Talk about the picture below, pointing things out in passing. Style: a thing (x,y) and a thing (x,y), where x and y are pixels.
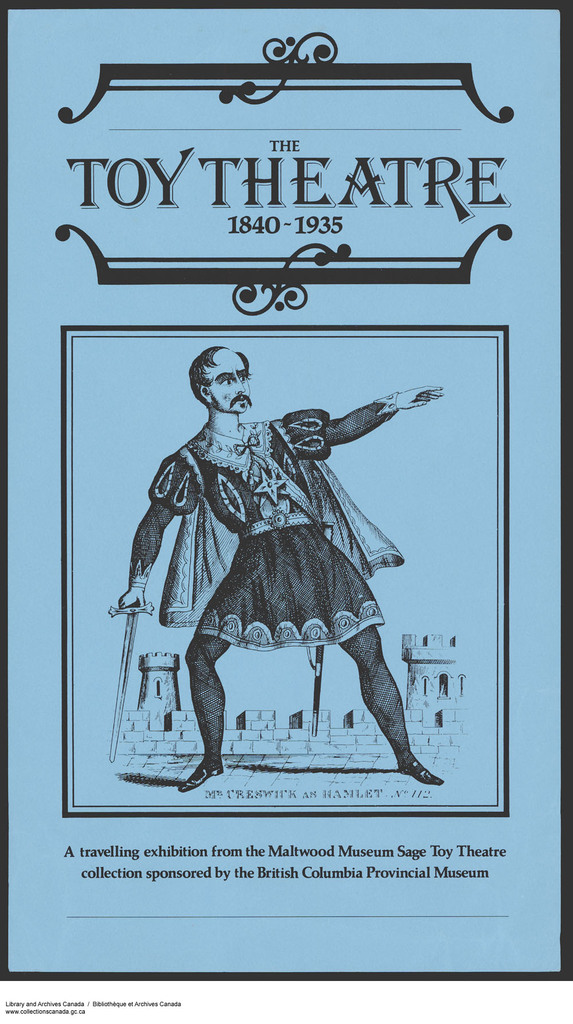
In this picture we can see a cover page (257,641), in the cover page (282,614) we can find a man (263,573).
